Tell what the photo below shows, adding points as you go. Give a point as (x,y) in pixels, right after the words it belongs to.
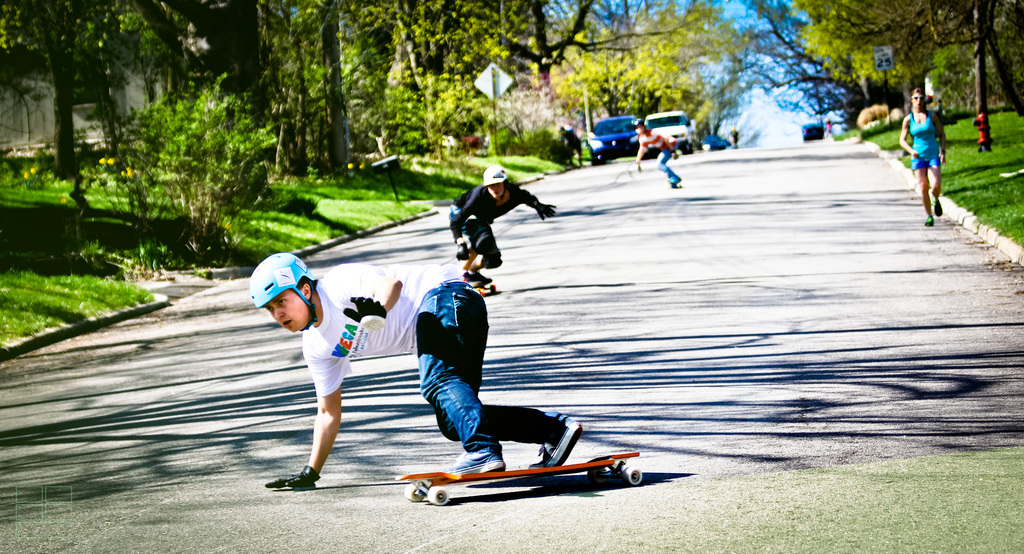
In the image there are few people (480,235) skating on the skateboards (592,471) and they kept helmets (502,178) on their heads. There is a person (939,165) walking on the road (877,204). In the background (1016,97) there are many trees (635,100) and also there are few poles (493,85) with sign boards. And also there are cars (683,133) on the road (920,204).
